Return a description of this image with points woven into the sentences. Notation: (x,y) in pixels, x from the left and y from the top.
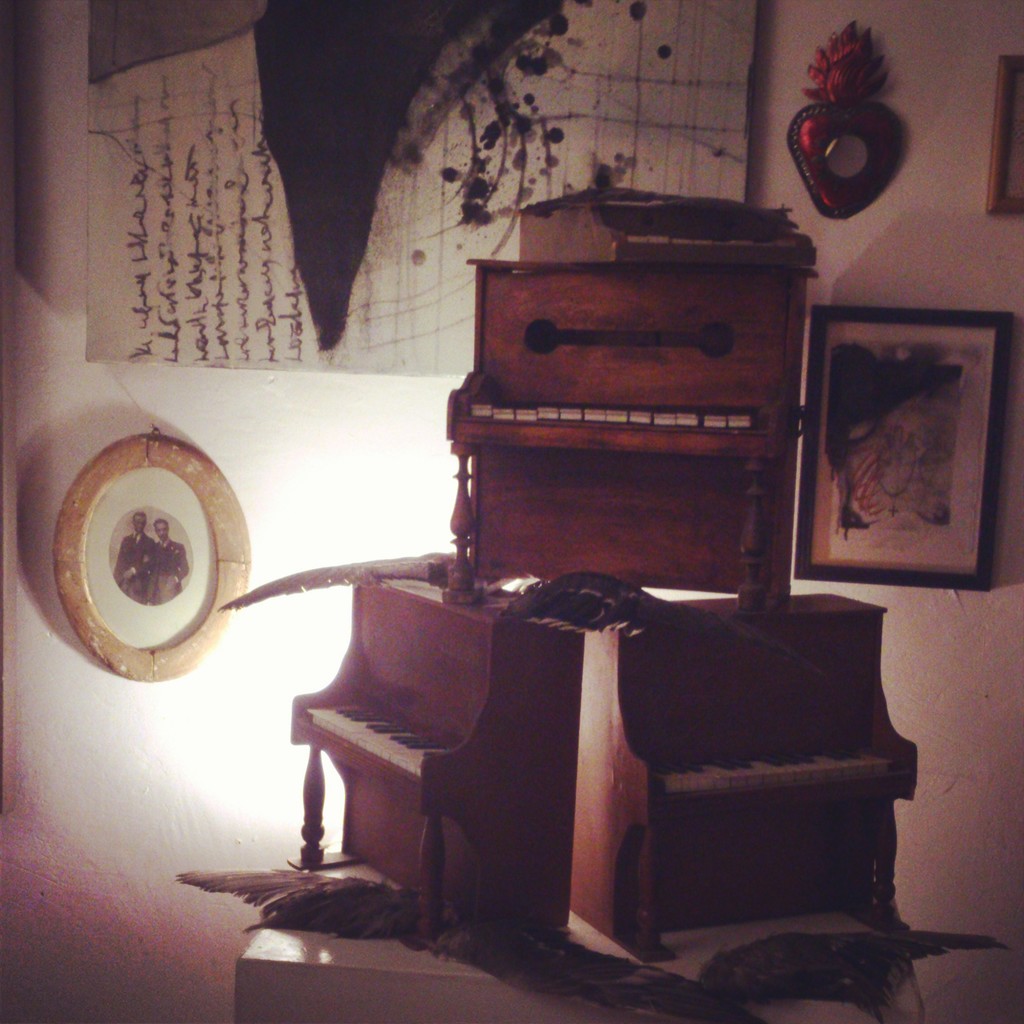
In the center (490,676) there is a table (309,999), on table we can see three keyboards (538,485). In the background (960,216) there is a chart (682,153), photo frames (970,466), light (399,479) and wall (237,780).
